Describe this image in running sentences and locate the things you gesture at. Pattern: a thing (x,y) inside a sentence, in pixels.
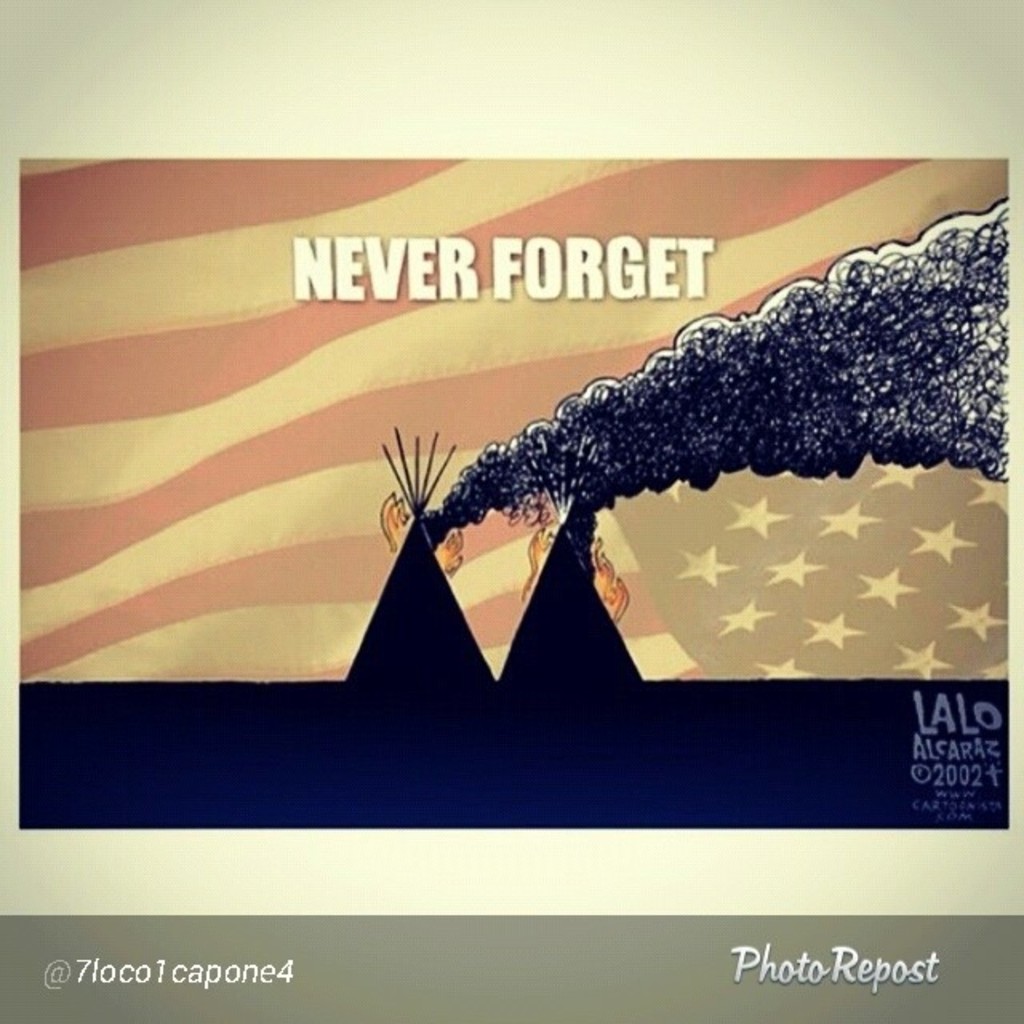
This image consists of a poster (393,479) with a few images (444,523) and there is a text (502,279) on it.
